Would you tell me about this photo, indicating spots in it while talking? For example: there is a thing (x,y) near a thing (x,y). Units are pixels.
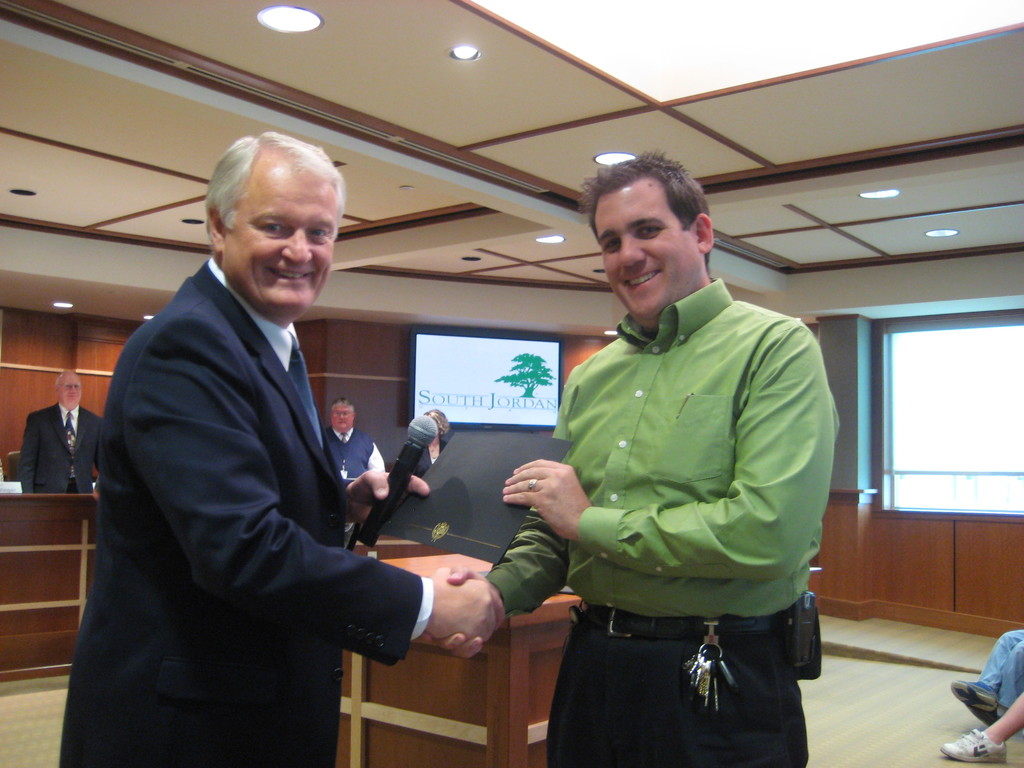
In this image we can see group of people (483,587) standing. One person (248,427) is standing and holding a microphone (402,475) in his hand (364,502). other person (767,381) is wearing green shirt (764,509) and holding a black paper (460,500) in his hand (553,490). In the background (965,756) we can see some persons (1001,664) sitting and a screen (550,369) on the wall (383,381).
